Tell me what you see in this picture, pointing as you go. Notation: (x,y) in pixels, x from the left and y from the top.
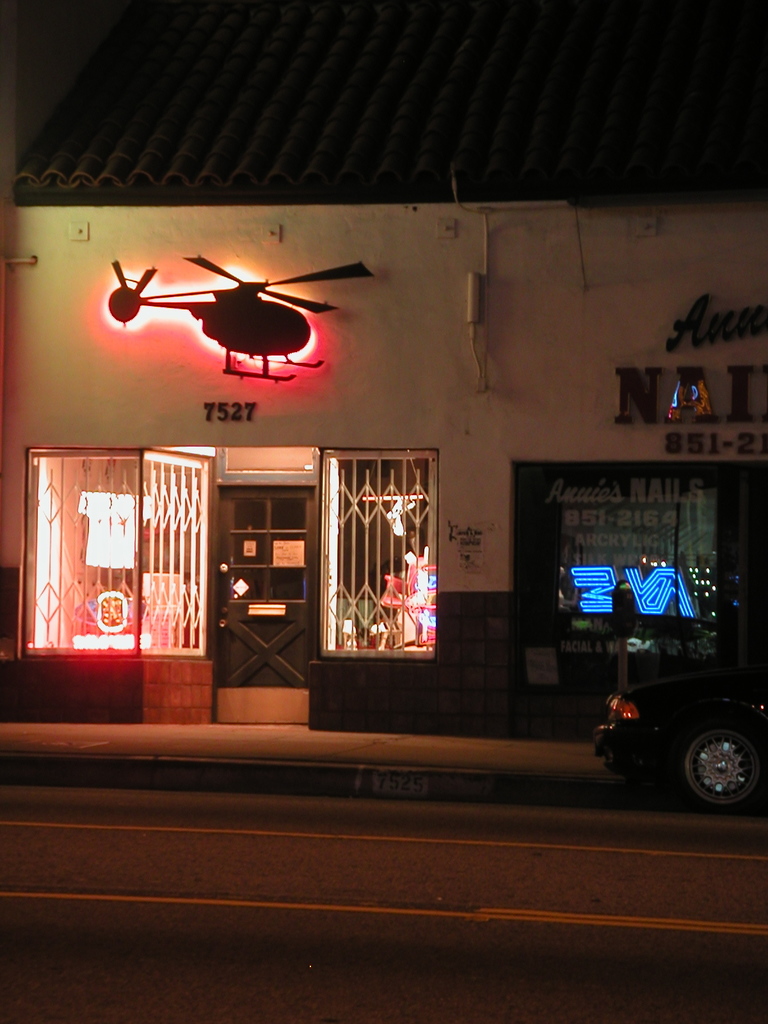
In this picture we can see a building (424,290), there is a door (301,579) in the middle (294,573), on the right side (644,697) there is a car (730,749), there are grilles (402,556) on the left side (45,601), we can see some text (679,411) on the right side (681,416).
